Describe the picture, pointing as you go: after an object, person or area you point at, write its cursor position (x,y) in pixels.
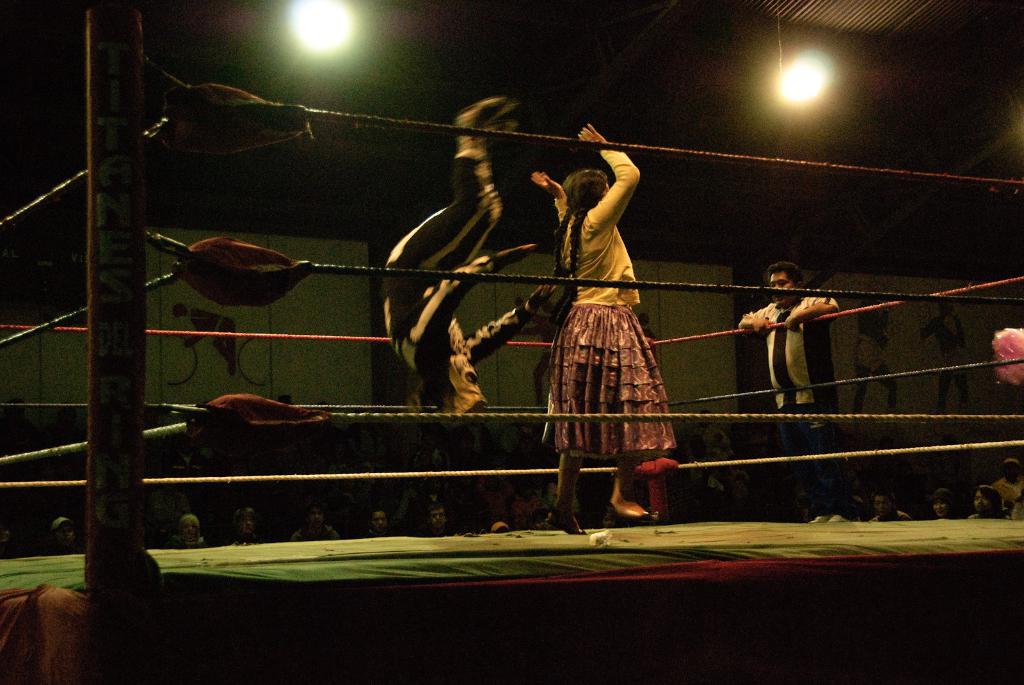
In this picture there are two people (566,368) in a boxing ring (738,286) and we can see the audience (1020,491). In the background of the image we can see painting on the wall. At the top of the image (324,16) we can see lights (313,14).
